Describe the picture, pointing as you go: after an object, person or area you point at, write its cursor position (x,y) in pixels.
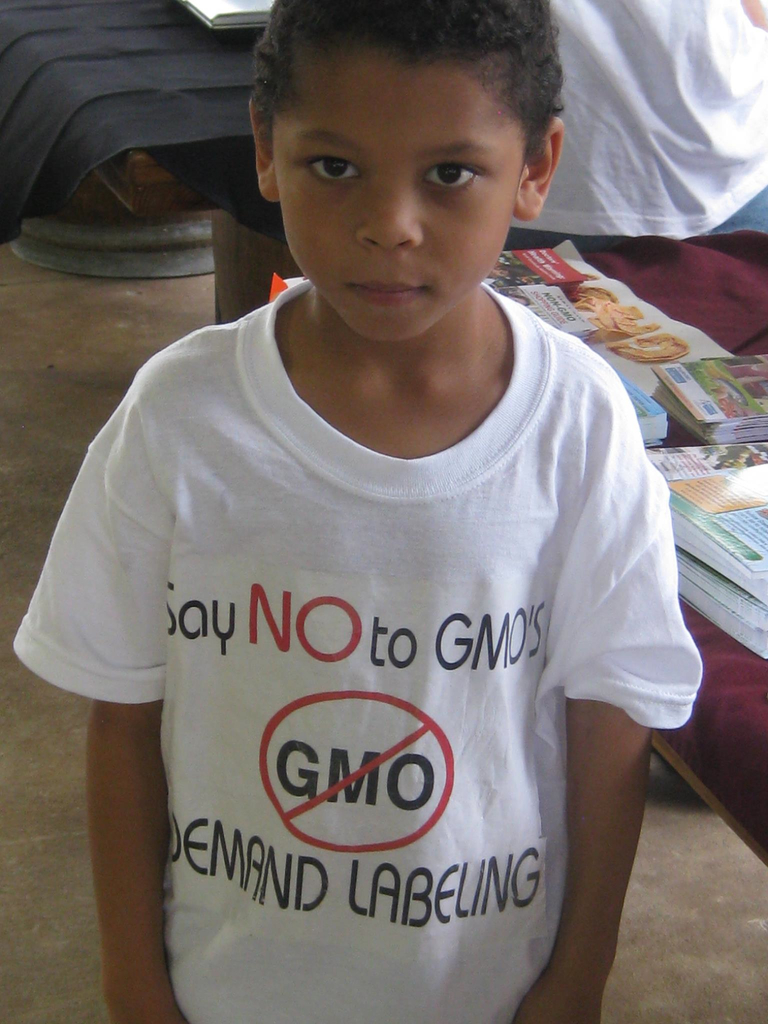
In this picture we can see a boy (370,920) and in the background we can see some books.
